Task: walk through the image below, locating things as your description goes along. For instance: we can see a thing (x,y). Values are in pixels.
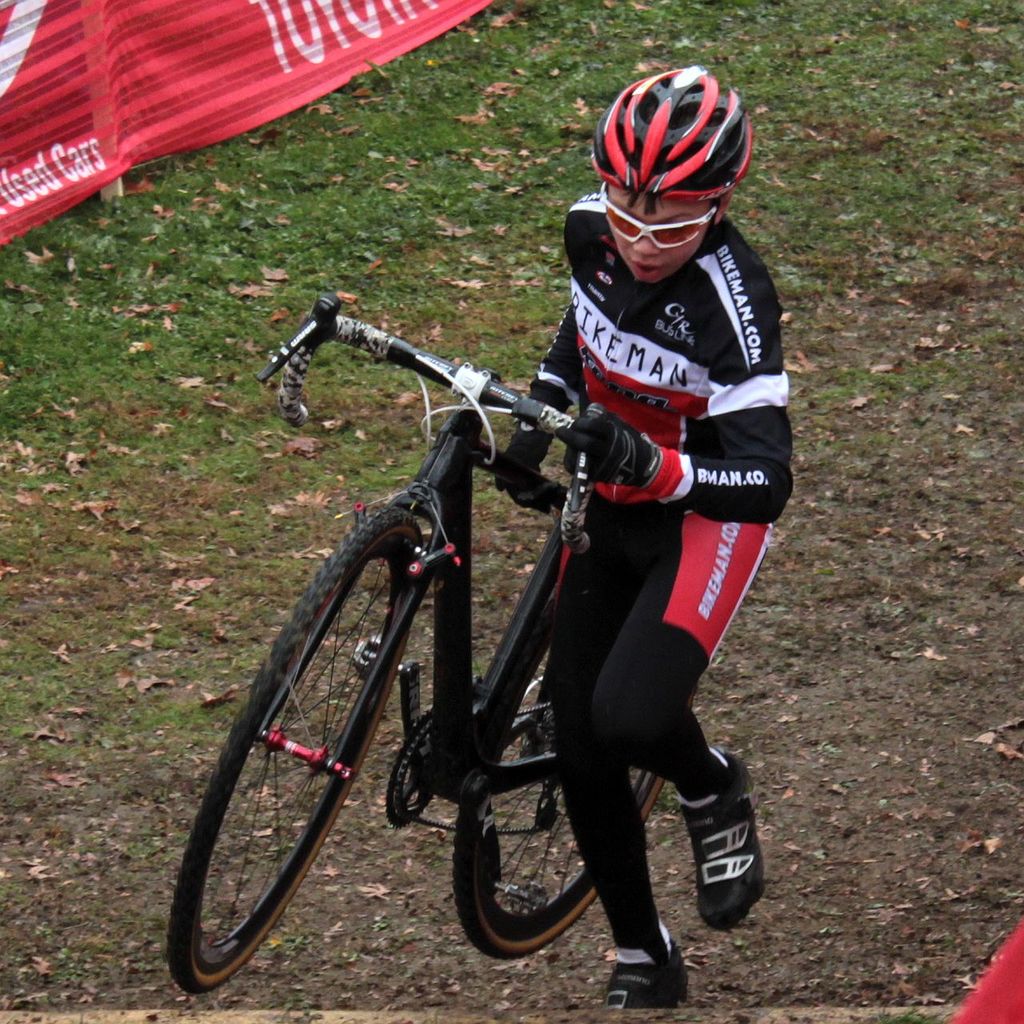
In this image there is a person (688,444) standing and holding a bicycle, and in the background (39,284) there is grass (418,280) and a red color cloth (165,98).
